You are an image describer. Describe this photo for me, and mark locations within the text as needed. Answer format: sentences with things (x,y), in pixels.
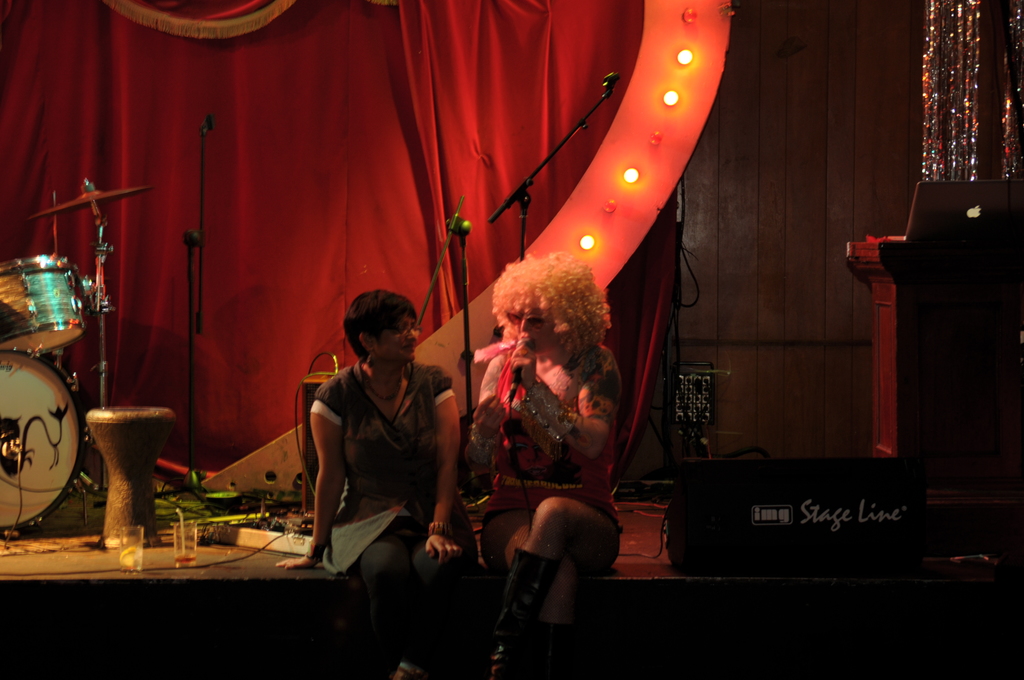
In the foreground of this image (512,529), there are two women (429,572) sitting on the stage (470,571) and a woman (537,499) is holding a mic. Beside her, there is a speaker (759,537). On the right (928,360), there is a podium (932,380) on which a laptop (981,213). In the background (698,77), there are lights (636,184), curtains (529,47), mic stands (194,245), switch board (256,543), two glasses (180,544) on the floor (172,533) and the drums (33,322).
